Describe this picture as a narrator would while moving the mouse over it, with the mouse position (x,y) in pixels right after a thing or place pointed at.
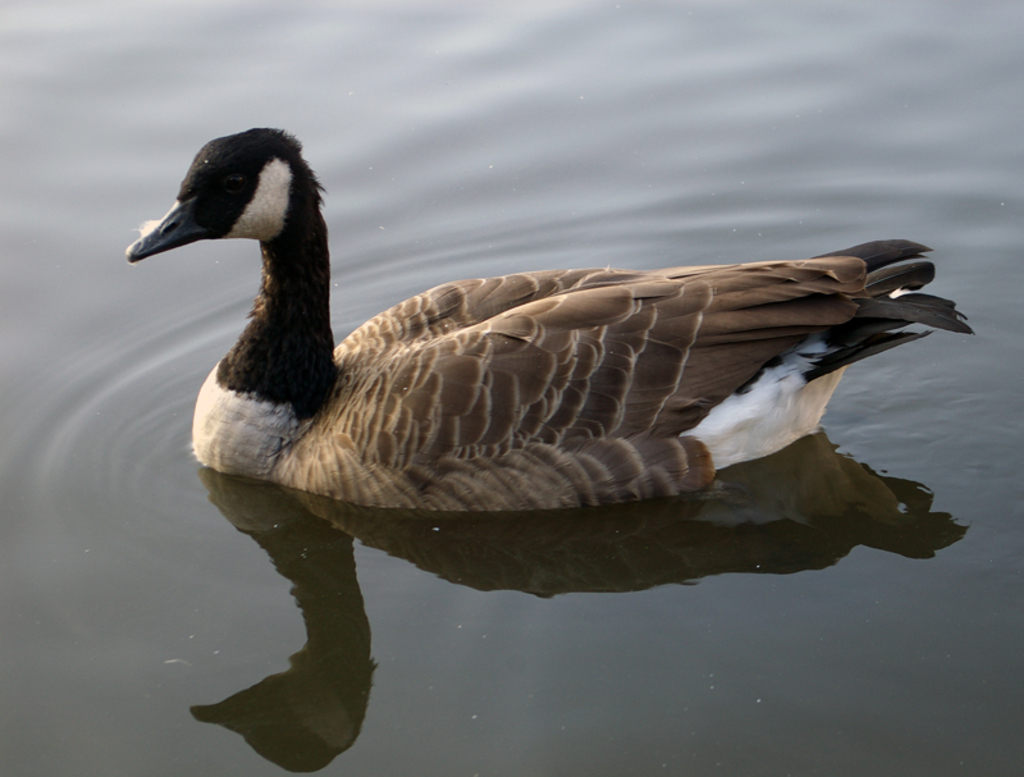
In this picture I can see there is a goose (363,443) swimming in the water (497,582) and it has some brown feathers (364,477).
